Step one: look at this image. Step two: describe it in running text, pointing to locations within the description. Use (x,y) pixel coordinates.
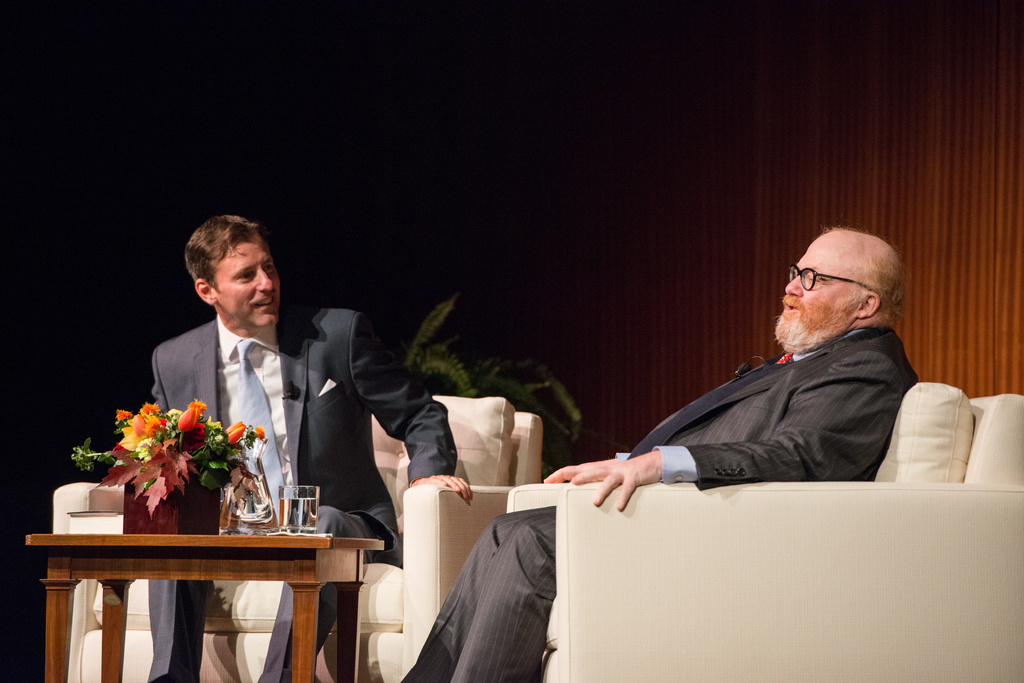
In this image I can see a two person (190,601) sitting on the couch (687,585). On the table (193,541) there is flower pot (192,503) and a glass (298,503).
